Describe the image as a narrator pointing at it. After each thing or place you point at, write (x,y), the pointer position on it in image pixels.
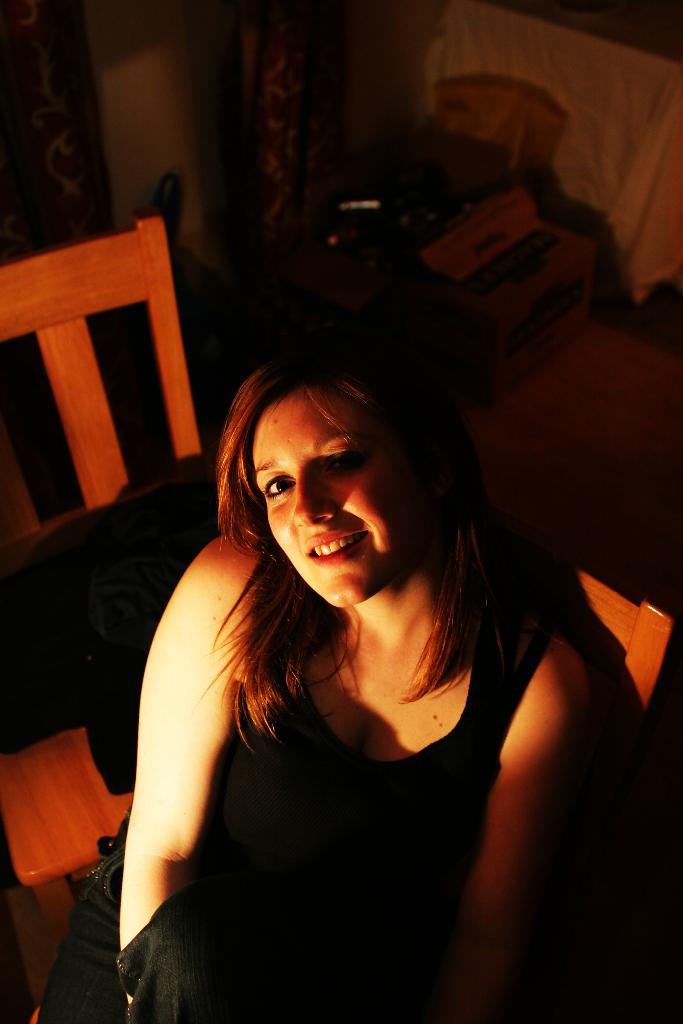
The woman (361,854) in front of the picture wearing a black T-shirt (290,815) is sitting on the chair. She is smiling. Beside her, we see a chair (90,485). Behind her, we see a white wall (121,138). In the background (125,126), it is dark. This picture is clicked in the dark.
